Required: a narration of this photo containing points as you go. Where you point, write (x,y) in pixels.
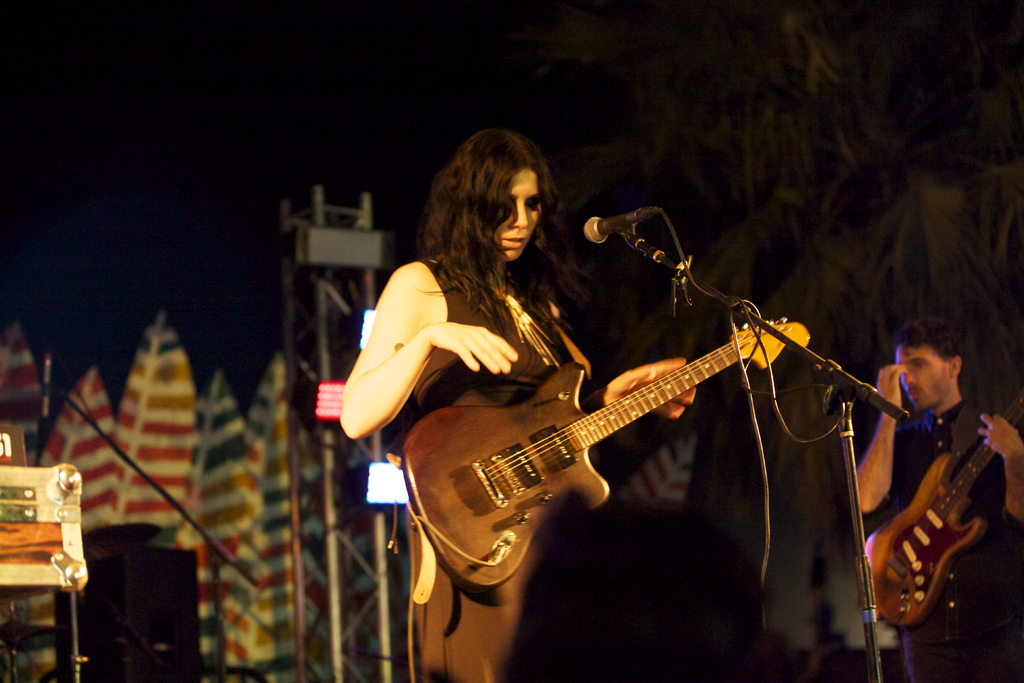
A woman (382,354) is playing guitar (518,463). She wears brown dress (512,396) and has loose hair (551,247). She is in front of a mic (594,236). There is a man (869,502) at a distance holding the guitar (955,493). The background (263,145) is dark.
